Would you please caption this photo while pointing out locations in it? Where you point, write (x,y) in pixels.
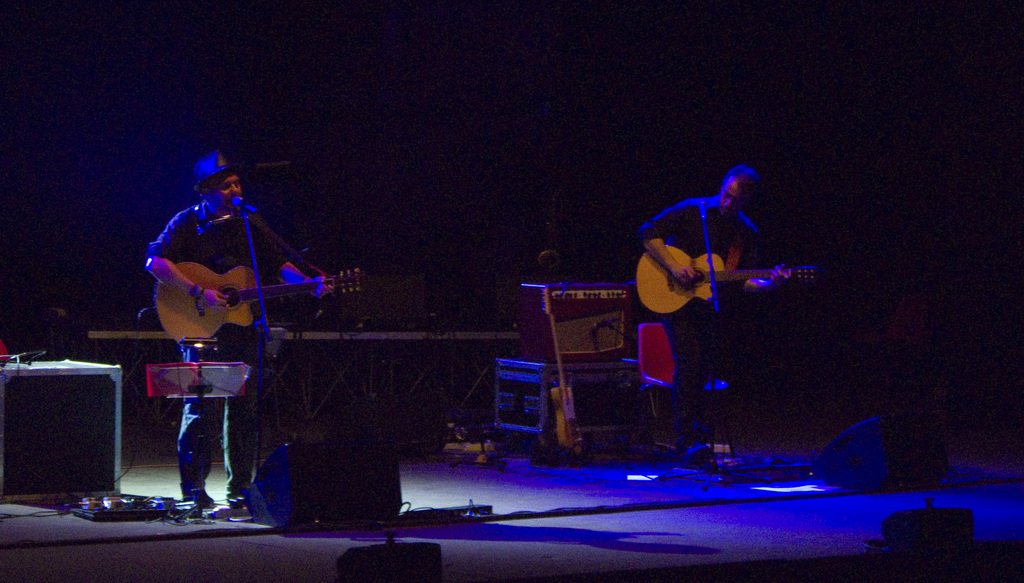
In this image i can see two men (248,331) are playing guitar (707,280) in front of a microphone (248,206) on the stage (581,522).
